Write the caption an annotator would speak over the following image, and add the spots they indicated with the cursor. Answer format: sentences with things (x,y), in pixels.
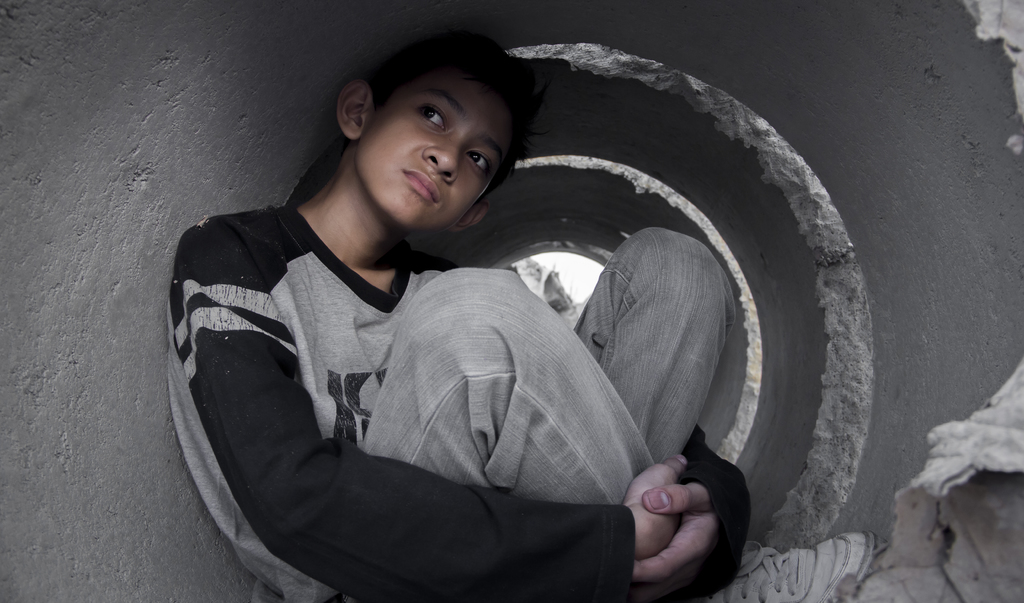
In the foreground of this image (391,247), there is a boy (501,457) sitting inside a pipe (524,29) like an object (240,105).
